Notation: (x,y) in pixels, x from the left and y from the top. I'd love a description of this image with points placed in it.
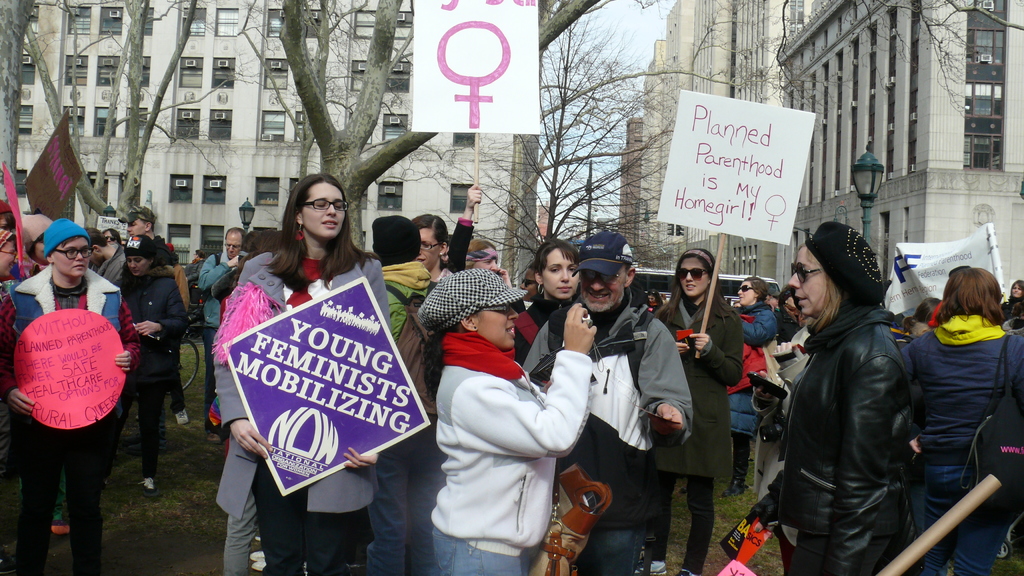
In this picture there are group of people (69,281) standing and holding the placards (463,50) and there is a person (475,397) with white jacket (492,441) is standing and holding the camera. At the back (575,211) there are buildings (505,184) and trees (608,184). At the top (632,21) there is sky (659,20).
